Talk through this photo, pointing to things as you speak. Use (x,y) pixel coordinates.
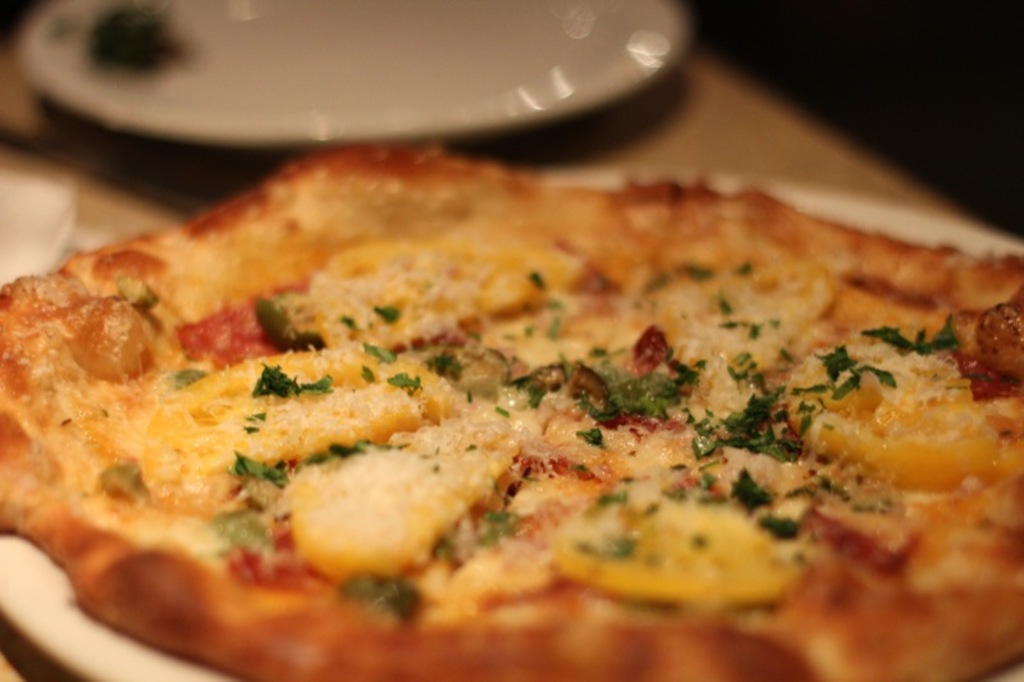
In this image in front (741,436) there is a pizza (225,577) on the plate (87,656). Beside the pizza (406,159) there is another plate (479,89) on the table (711,127).
